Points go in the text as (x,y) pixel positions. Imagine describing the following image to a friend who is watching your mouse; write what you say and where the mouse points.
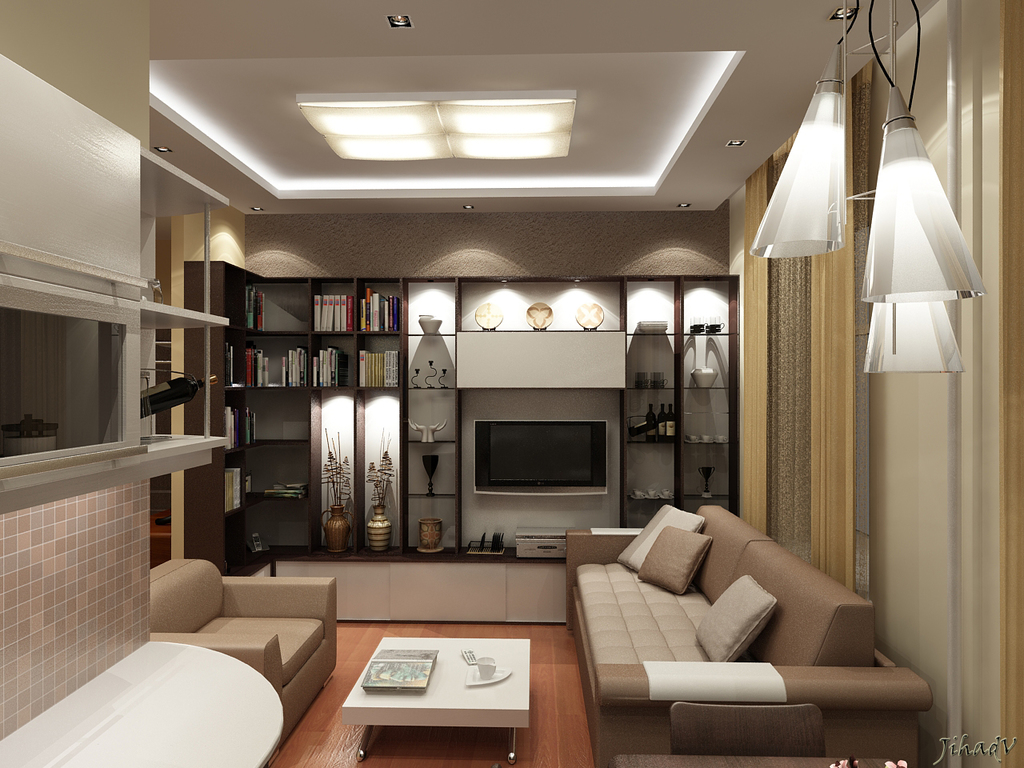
In the picture there is a living room (327,409) in which there are sofas (603,600), cushions (707,633), chairs (327,611) with the table (416,699) in front of them there are shelves (641,338) there is an LED TV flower vase (339,536) books (330,374) architecture (489,318) and statue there are lights (818,161) near to the roof (654,2) there are curtains (790,446) near to the wall (897,442).
